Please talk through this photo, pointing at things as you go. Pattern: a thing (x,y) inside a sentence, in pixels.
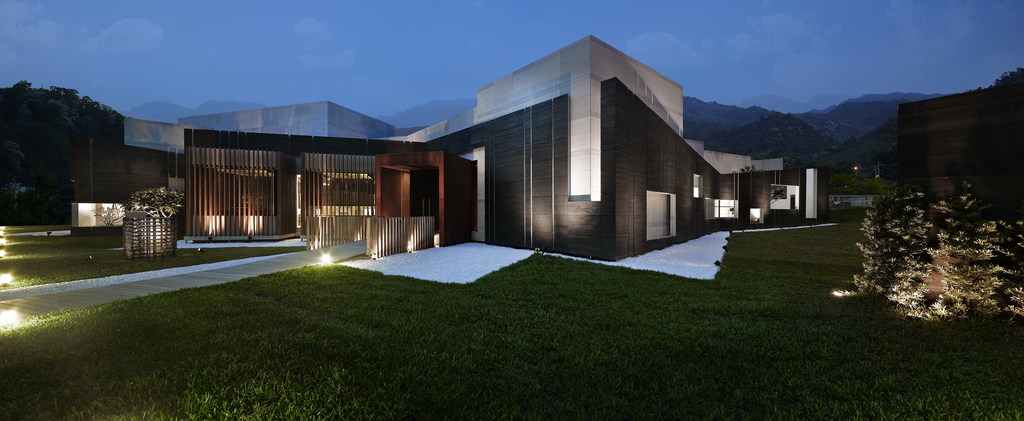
In this image I can see the building (545,168). In-front of the building (537,155) I can see the plants (140,202), lights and the grass (375,374). In the background (45,101) I can see many trees (29,117), mountains (737,141) and the sky (511,39).
